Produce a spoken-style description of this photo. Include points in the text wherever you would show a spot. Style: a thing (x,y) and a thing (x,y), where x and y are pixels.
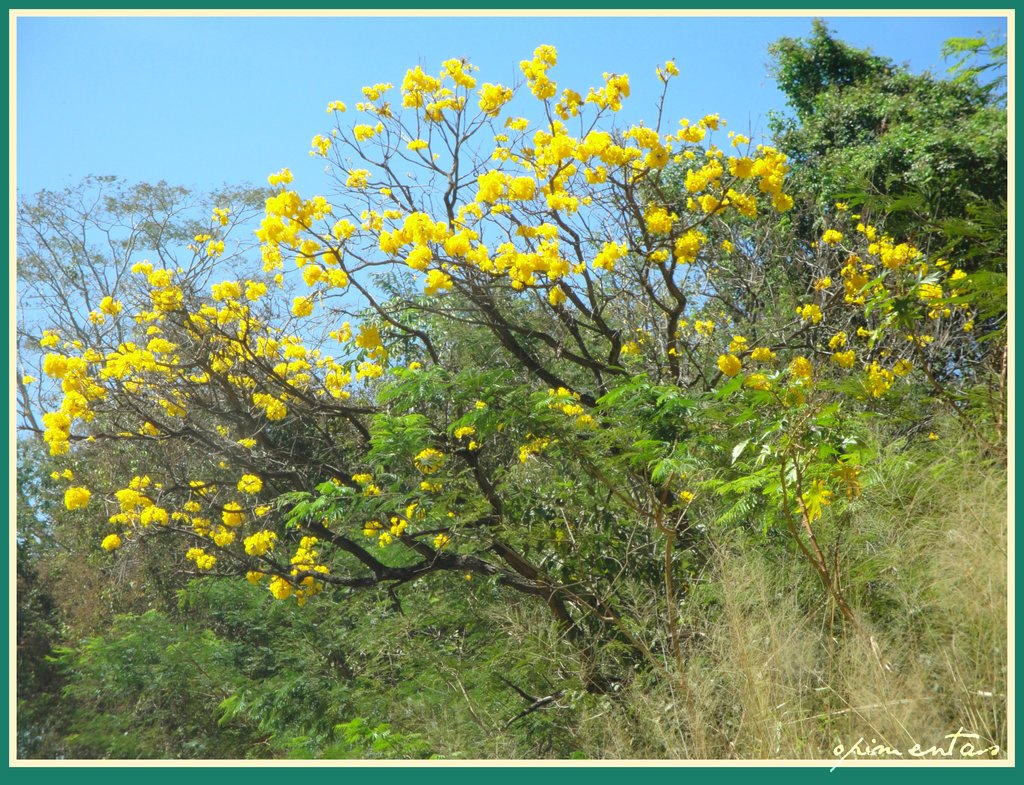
In this picture we can see a beautiful view of the yellow color flower tree (544,578) in the front (557,586). In the front (356,713) bottom side there is a grass (912,710) and plants (119,719).
